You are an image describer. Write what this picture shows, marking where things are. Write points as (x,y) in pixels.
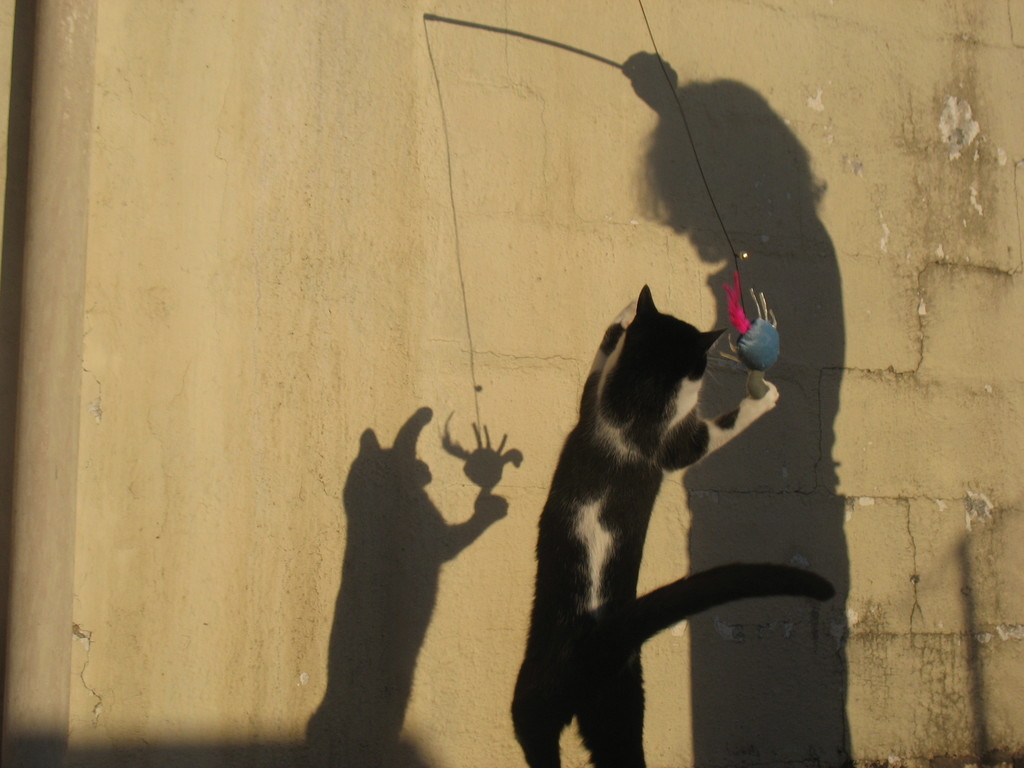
In this image, we can see a cat (603,664) and we can see the shadows (364,621) of a person (789,423) and a cat (364,634) on the wall (280,219).
